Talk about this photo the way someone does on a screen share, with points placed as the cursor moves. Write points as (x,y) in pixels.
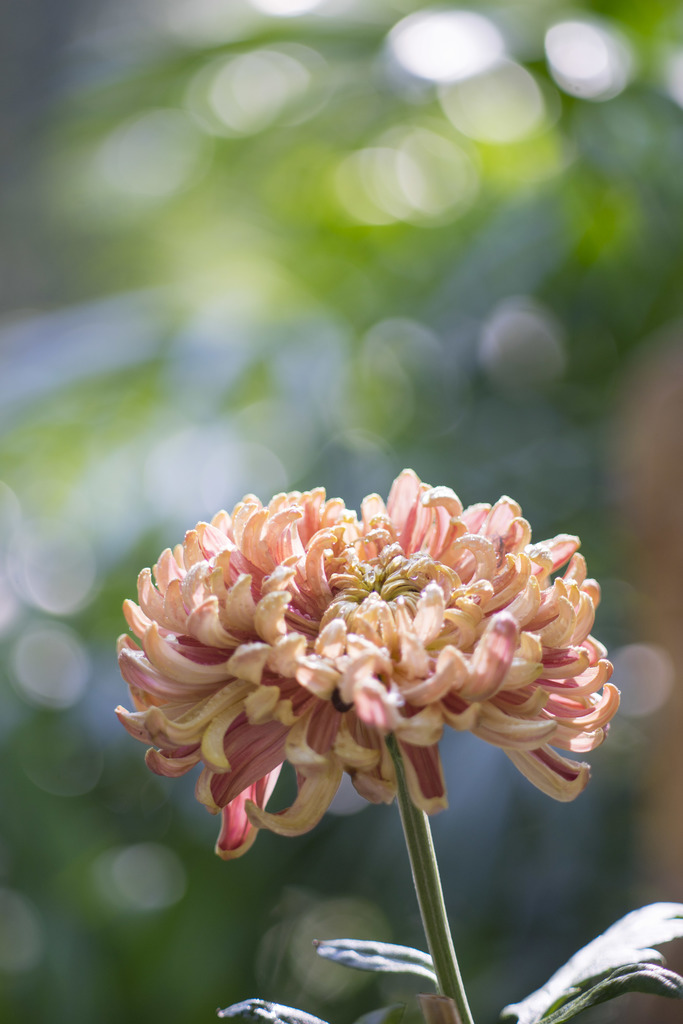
In this image we can see a flower (379,615), this plant (620,947) is having a multiple leaf (572,973) which of green color.
